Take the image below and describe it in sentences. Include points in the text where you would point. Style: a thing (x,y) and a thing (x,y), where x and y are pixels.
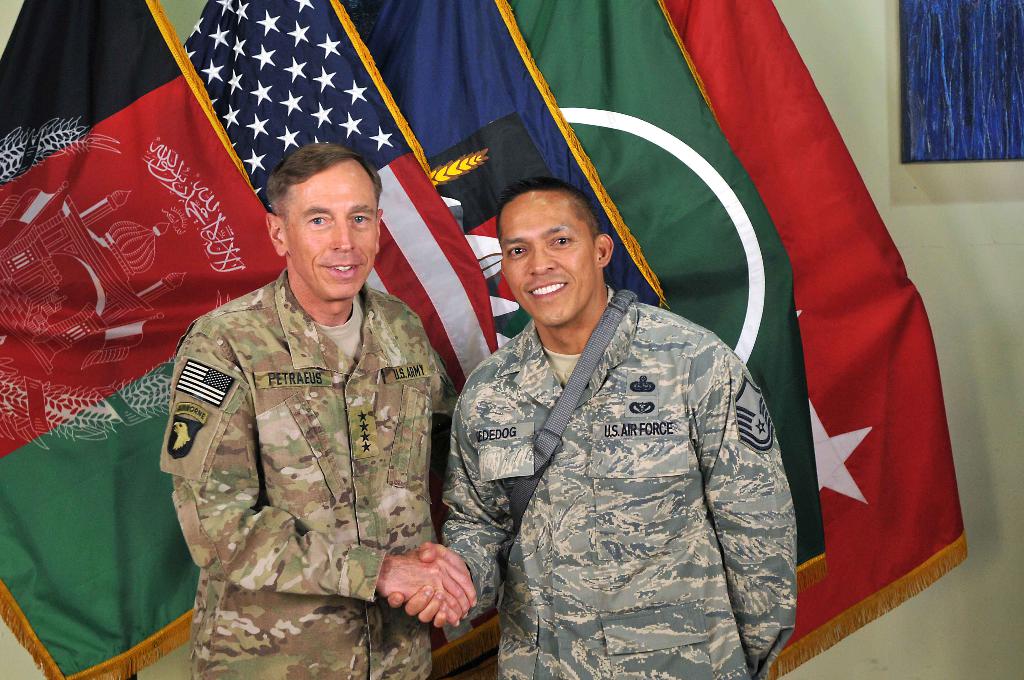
In this image, on the right (703,565) there is a man (624,514), he wears a shirt (627,514), bag (602,356). On the left (315,431) there is a man (336,406), he wears a shirt (321,473), t shirt (360,340). In the background (730,247) there are flags (858,190), painting (948,142), and a wall (886,149).
